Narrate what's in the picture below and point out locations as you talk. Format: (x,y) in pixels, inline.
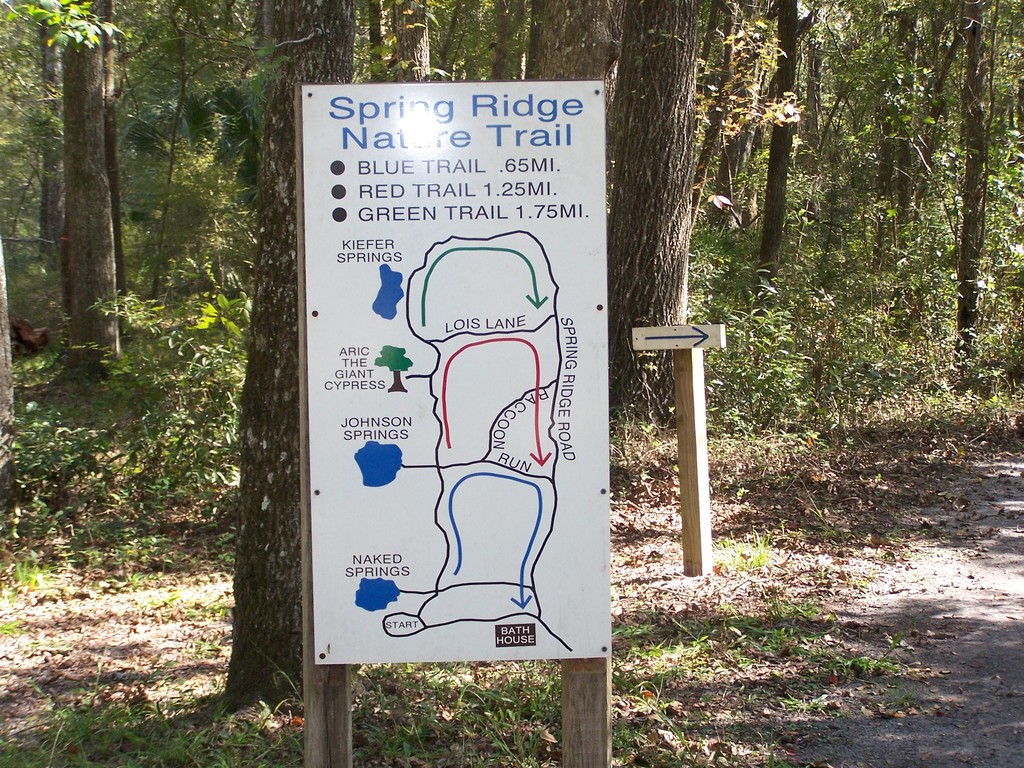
In this picture we can see boards (706,335) on wooden poles (343,725), leaves (775,671) and grass (167,708). In the background of the image (670,159) we can see trees (650,50).
